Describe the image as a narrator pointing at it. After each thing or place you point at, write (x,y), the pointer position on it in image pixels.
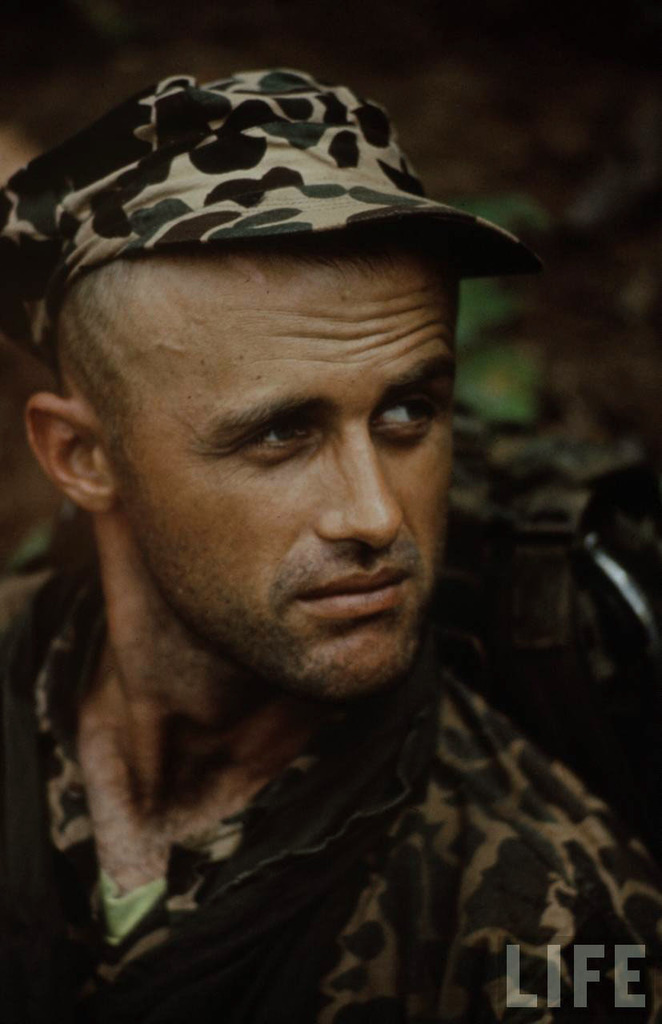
In this picture there is a man (279,886) who is wearing cap (280,170) and shirt (432,848). He is holding a bag (546,660). In the bottom right corner (562,1007) there is a watermark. At the back (532,388) i can see some leaves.
